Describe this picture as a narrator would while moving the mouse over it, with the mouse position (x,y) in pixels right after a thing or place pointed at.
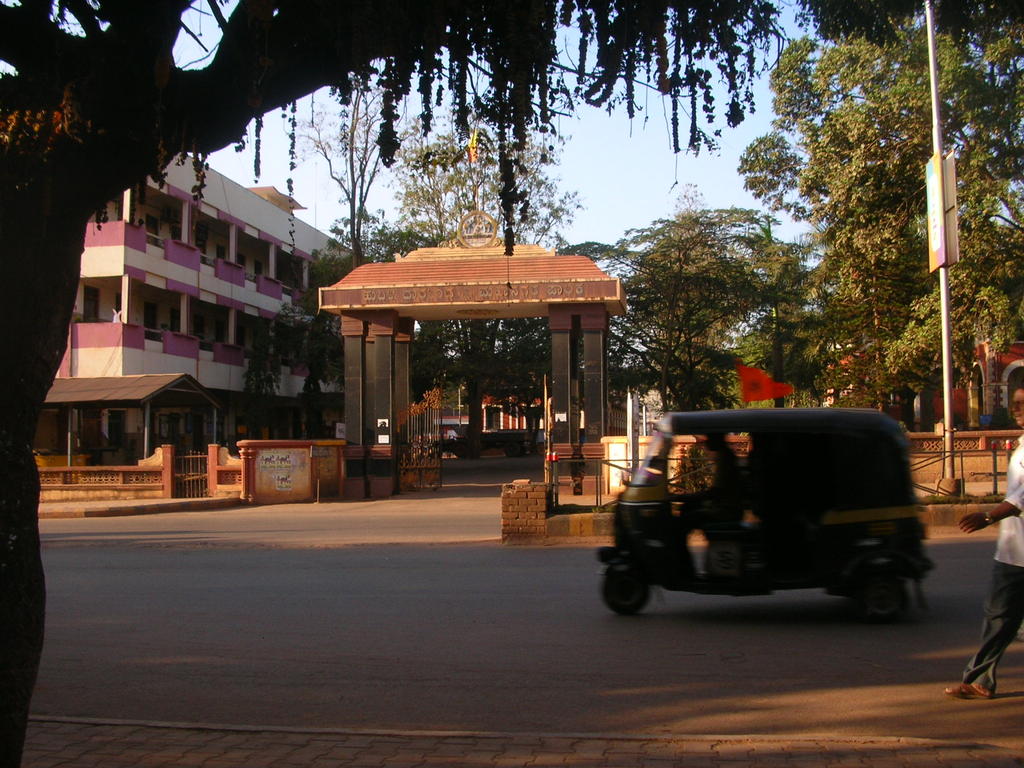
At the bottom of the picture (571,602), we see the road (556,699). In the middle (651,463), we see a man (728,469) is driving the auto (765,488). On the right side (968,525), we see a man (976,664) in the white shirt (1019,488) is walking on the road (947,665). On the left side (69,143), we see a tree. Behind the auto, we see the footpath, wall (622,452) and a pole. Behind that, we see the trees (827,333). In the middle (347,278), we see an arch (395,379) and a gate (409,452). Beside that, we see a wall (161,478), gate (195,479) and the roof (138,383) of the shed (144,396) in brown color. On the left side (138,368), we see a building (150,364) in white and violet color. There are trees (446,331) and a building (491,412) in the background (543,404). At the top (679,127), we see the sky (728,143).
